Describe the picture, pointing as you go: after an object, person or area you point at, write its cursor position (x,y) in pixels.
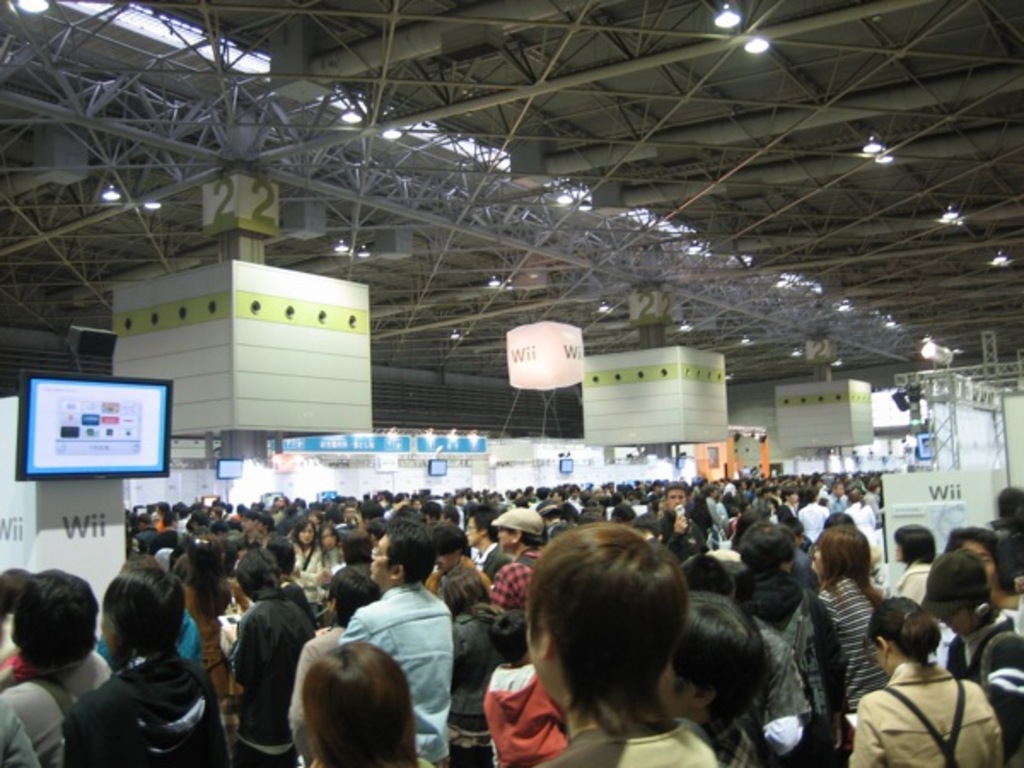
In this picture we can see some people (545,526) are standing, on the left side (93,442) there is a monitor (134,442), we can see some boards (936,516) and monitors (432,469) in the background (602,450), there are metals rods (804,27) and lights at the top of the picture (786,31).
